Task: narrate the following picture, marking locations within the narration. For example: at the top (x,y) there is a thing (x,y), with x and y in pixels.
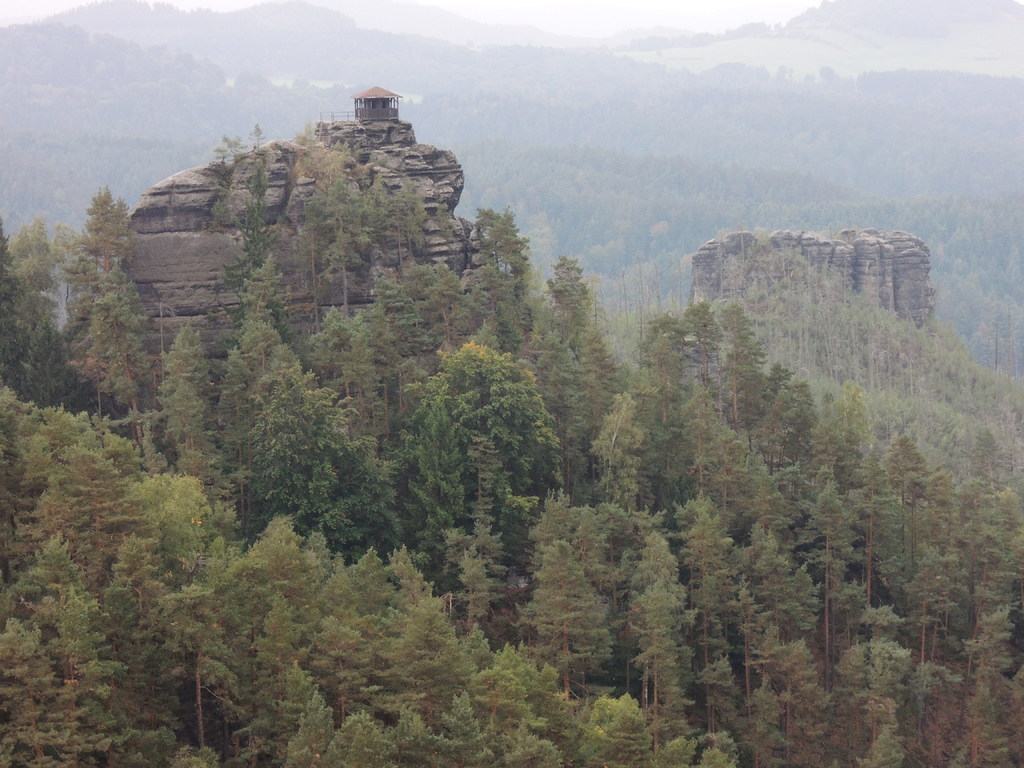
In the image in the center (582,278) we can see the sky (535,14), clouds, hills (128,125), trees (783,326), plants (828,326) and grass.
